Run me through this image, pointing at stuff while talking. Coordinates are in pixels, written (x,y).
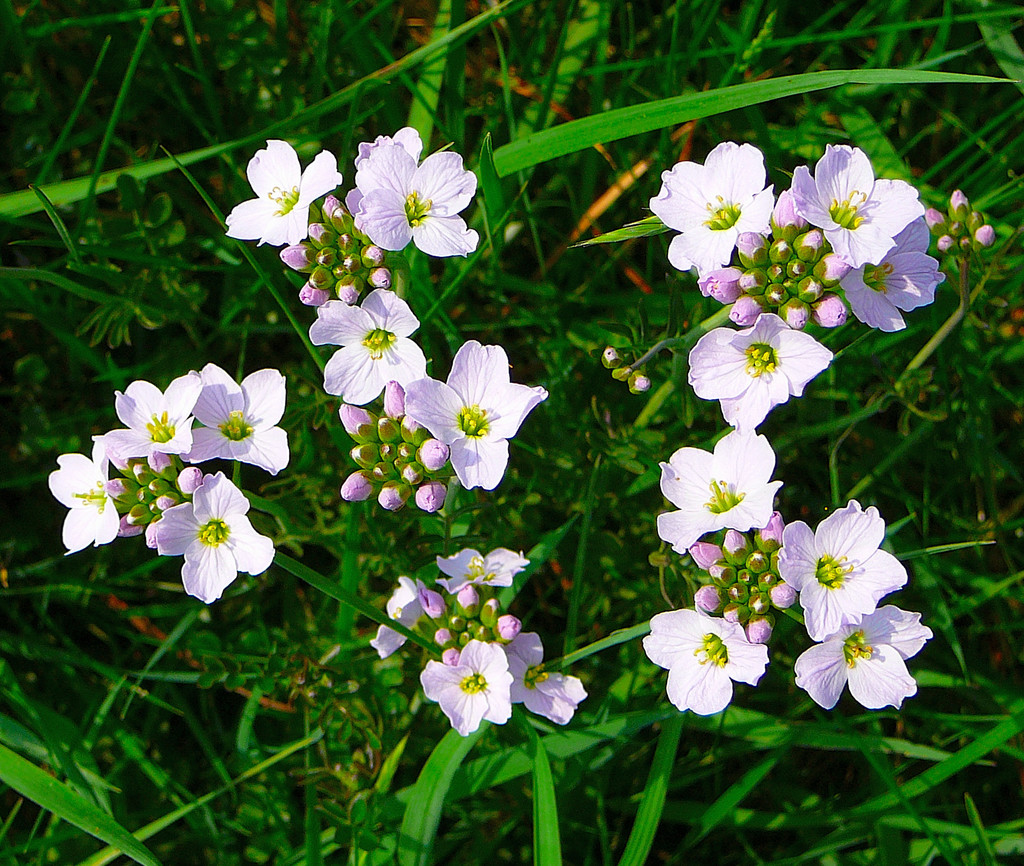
In this picture I can observe flowers (716,449). In the background (53,232) there are plants (586,668) on the ground (81,153) which are in green color.
